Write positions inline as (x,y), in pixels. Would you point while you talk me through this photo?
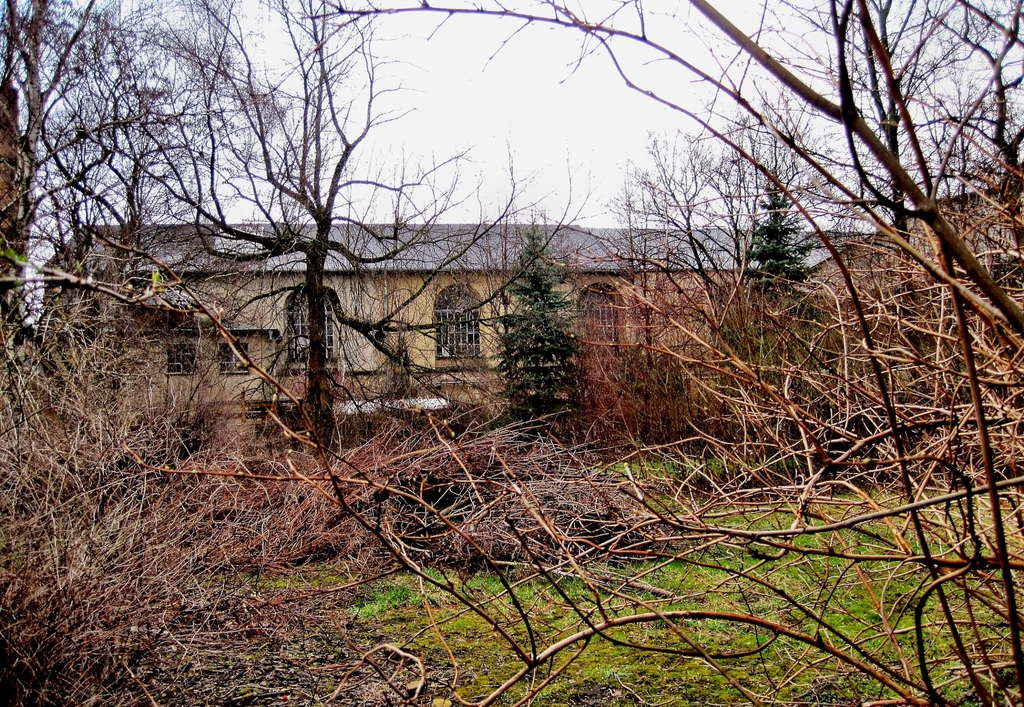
In the image we can see some trees (906,273) and grass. Behind the trees (322,221) there is a building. Top of the image (618,147) there are some clouds (218,178) and sky (208,208).
